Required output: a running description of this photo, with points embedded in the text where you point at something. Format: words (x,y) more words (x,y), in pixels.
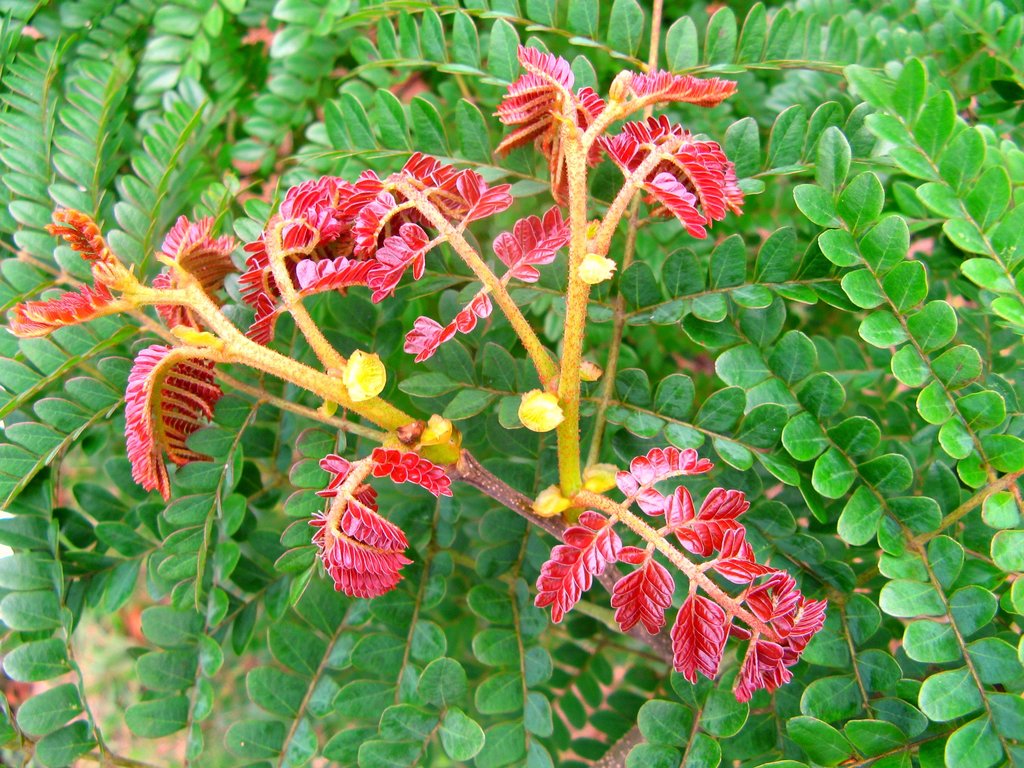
This is a branch (514,304) of a tree (622,443). In this there are green and red color leaves (680,391).
